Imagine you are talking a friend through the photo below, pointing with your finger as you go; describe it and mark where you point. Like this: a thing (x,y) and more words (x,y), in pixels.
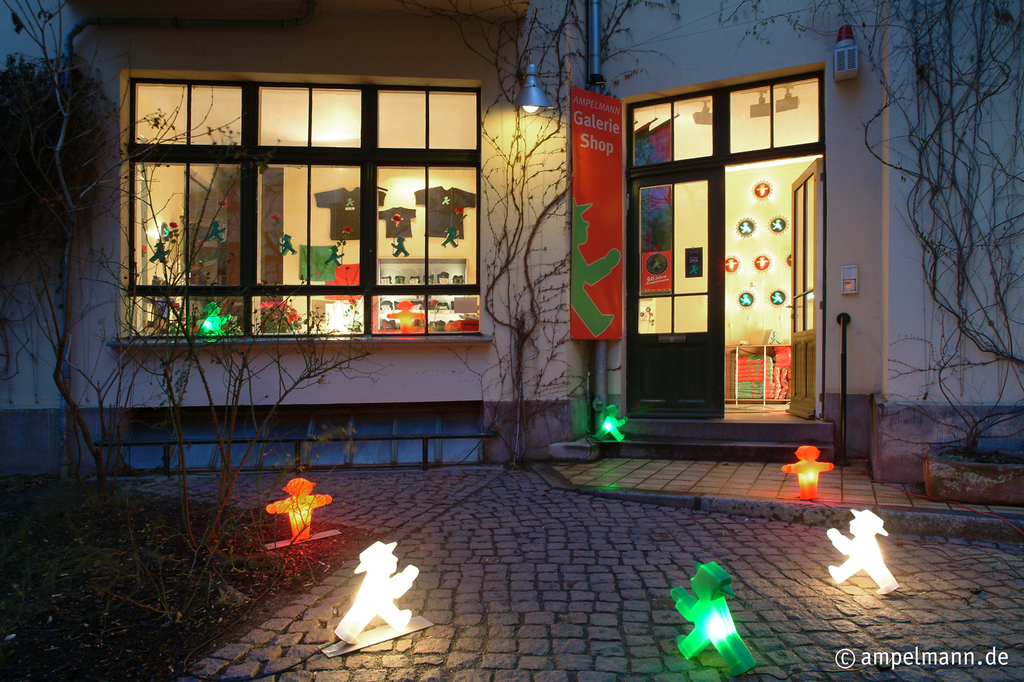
In this image we can see lighting objects (382,584) and plants (63,358) on the ground (137,620) and we can see a buildings (440,285), doors (671,305), windows (454,129) and through the window glasses (333,267) we can see inside view of the room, objects (333,226), walls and lights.
